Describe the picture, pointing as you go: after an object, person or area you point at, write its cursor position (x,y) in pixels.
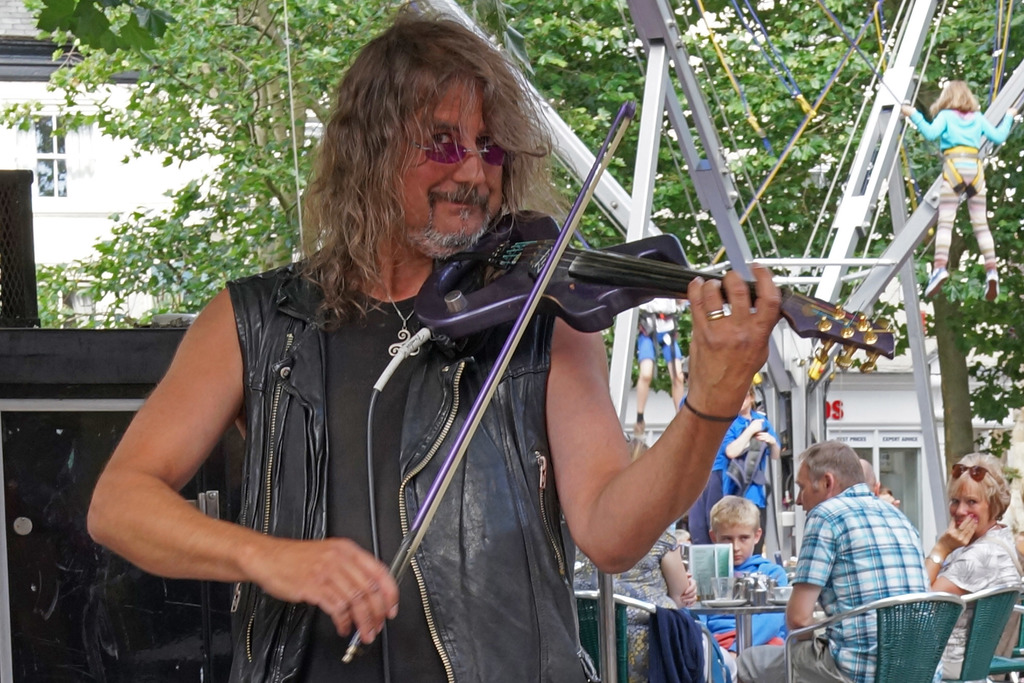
It is an open area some show is going on there a person (266,412) wearing black color jacket (279,380) and spectacles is playing violin (479,292) behind this person (174,494) there are some speakers (14,293) and other instruments (64,502) to the right side of it there are some people (813,658) sitting around the table (766,604) in the chair (880,614) in the background (969,181) there is a girl (953,179) who is performing some action and also few trees (812,55) and a building (45,61).
